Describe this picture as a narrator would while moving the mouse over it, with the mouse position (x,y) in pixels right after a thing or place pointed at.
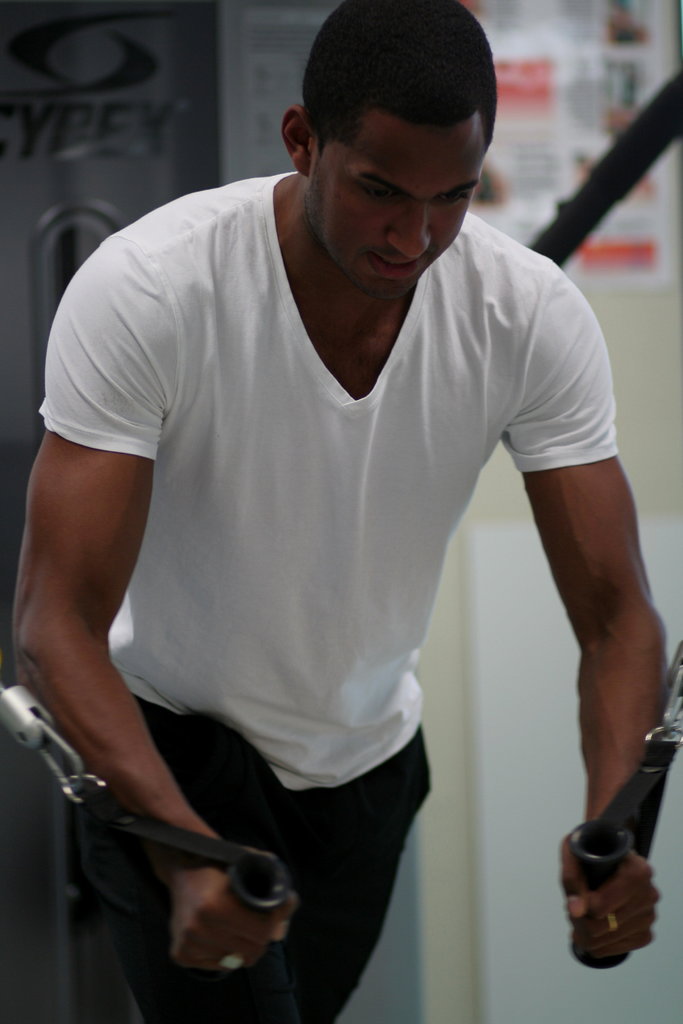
This image consists of a man (257,518) wearing a white T-shirt (249,647). It looks like he is working out. In the background (674,578), we can see a wall (559,191) on which there is a poster (563,125).
